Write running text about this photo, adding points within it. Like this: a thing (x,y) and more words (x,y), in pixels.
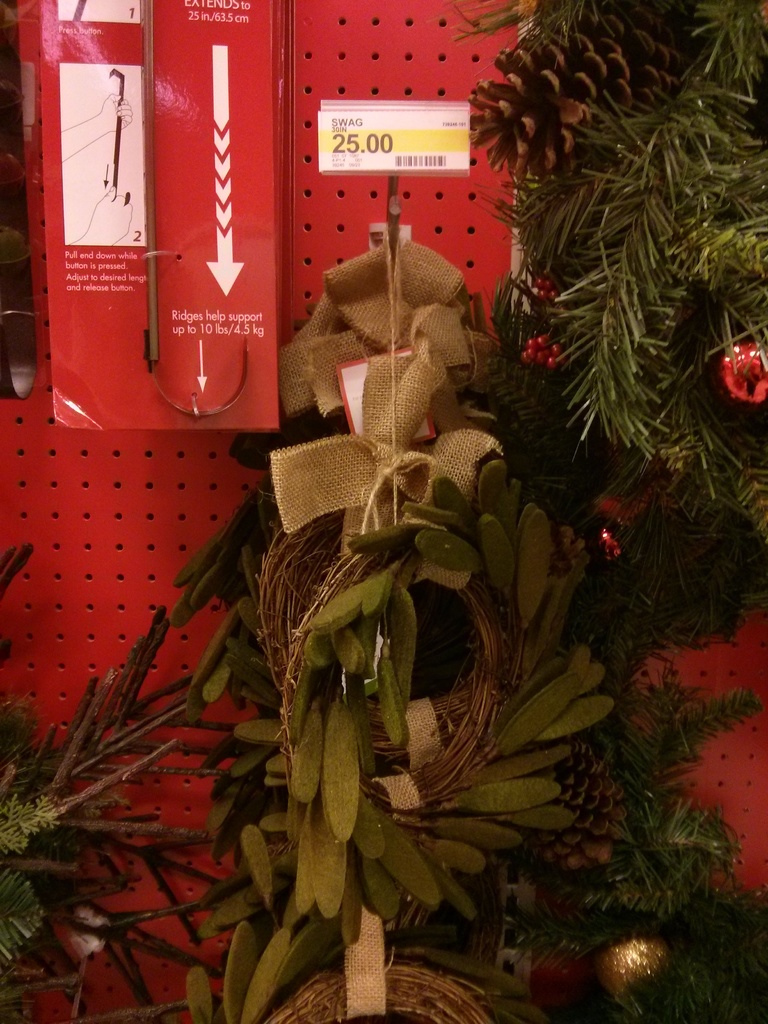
In the image we can see some plants (291,586). Behind the plants (200,564) there is wall (371,81), on the wall (296,137) there is a box (261,63).
